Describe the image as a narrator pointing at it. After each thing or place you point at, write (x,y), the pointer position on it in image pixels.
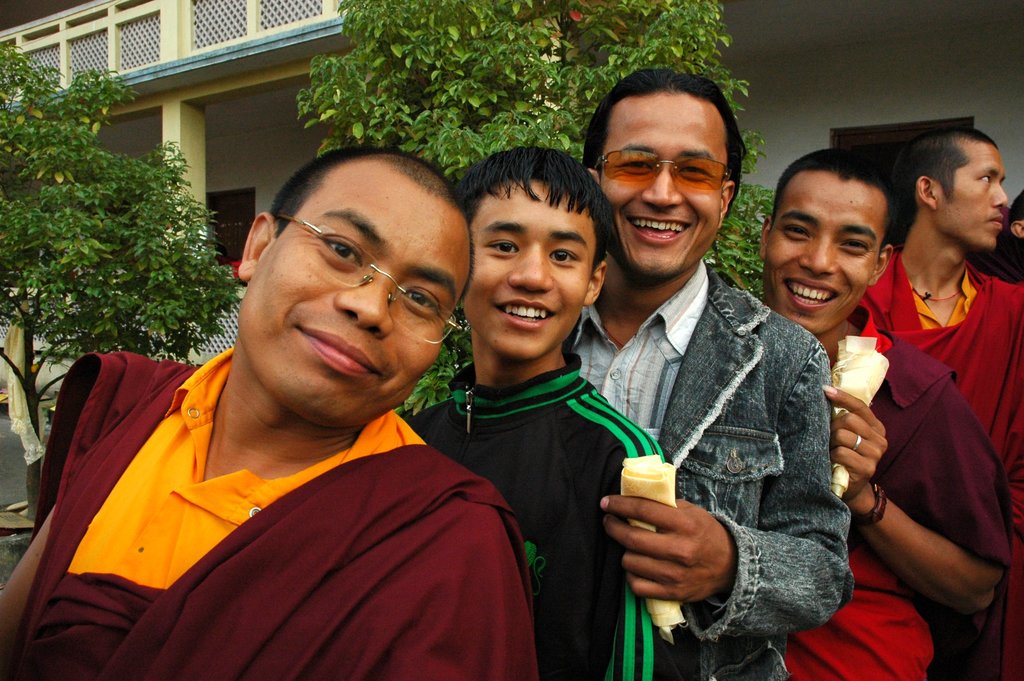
In this picture we can see few people (860,516) are standing in a row and smiling. There are two men (698,526) holding a cloth (646,459) in their hands (659,533). We can see a cloth (18,401) on the tree (13,270) on the left side (16,403). A building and few trees (112,223) are visible in the background (34,394).
